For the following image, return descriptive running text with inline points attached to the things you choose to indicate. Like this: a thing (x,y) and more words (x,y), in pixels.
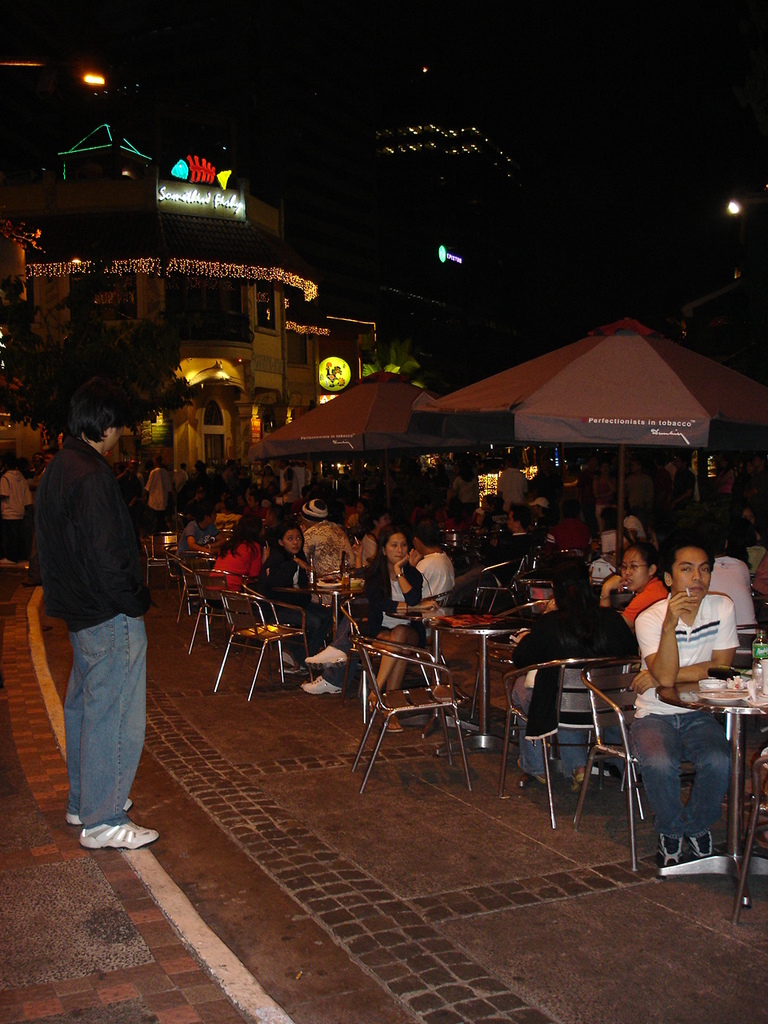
In this image I can see group (630,611) of people sitting on the chairs (616,744). I can see few water-bottles (767,649) and some objects (736,683) on the tables (738,723). Back I can see building (263,240), tents (579,393), windows (268,317), trees (148,366) and lights (277,278). Background (265,302) is dark.
